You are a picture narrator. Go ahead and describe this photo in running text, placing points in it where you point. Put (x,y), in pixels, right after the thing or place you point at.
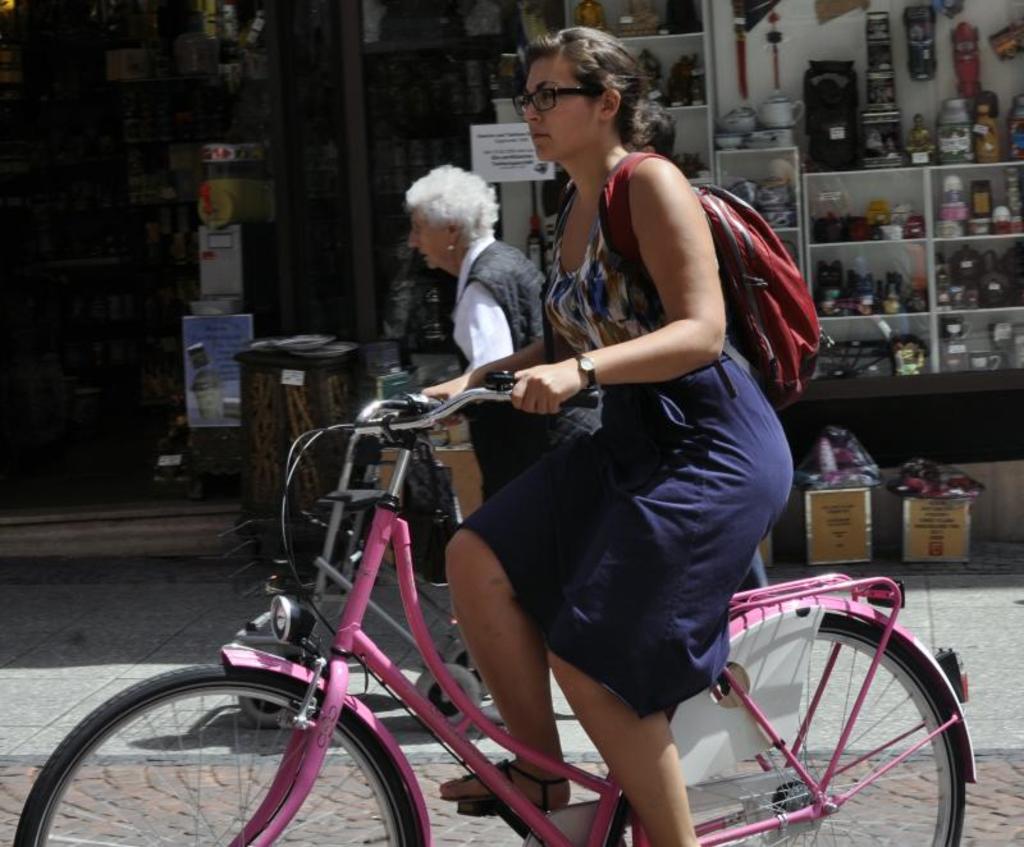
In this image I can see two people (627,357). Among them one person (486,651) is riding the bicycle (948,767). At the right (766,150) to them there is a shop (128,200).
